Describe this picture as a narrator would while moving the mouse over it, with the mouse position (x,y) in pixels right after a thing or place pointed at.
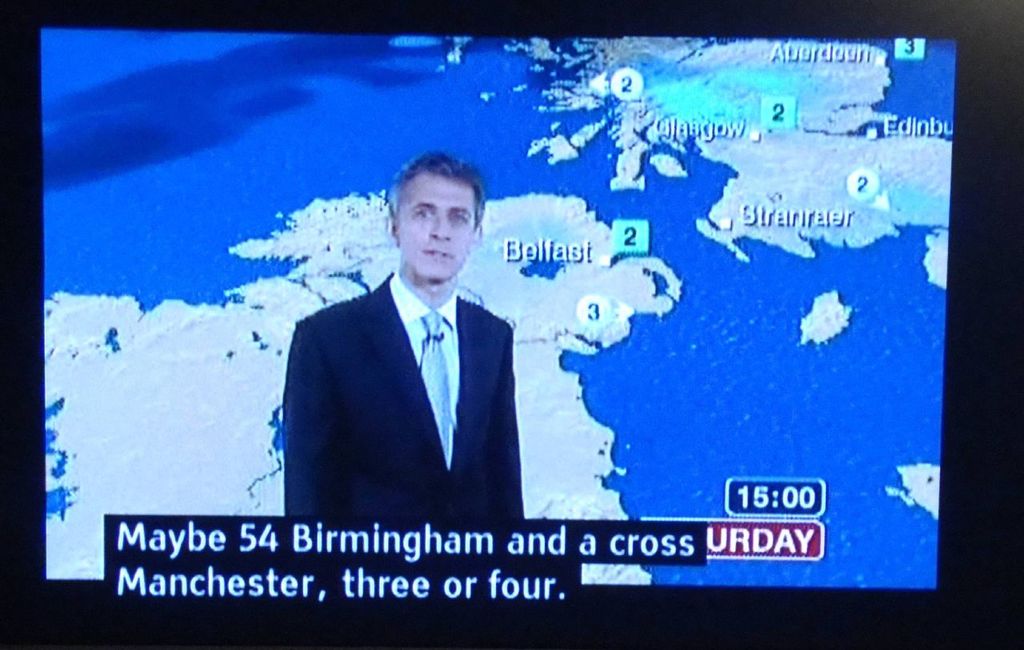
In this image, we can see a person (484,353) and some text (500,574) on the screen (709,94).
